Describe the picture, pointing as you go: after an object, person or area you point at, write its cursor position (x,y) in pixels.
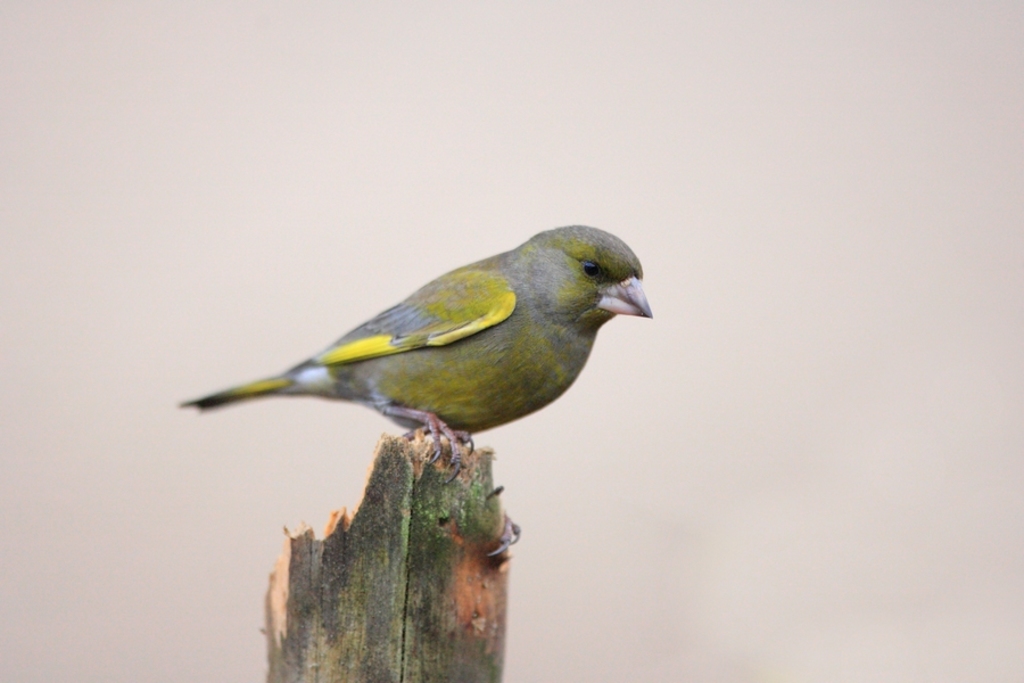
In this picture, we see a bird (533,323) in green and yellow color is on the wooden stick (462,576). In the background (506,646), it is white in color.
